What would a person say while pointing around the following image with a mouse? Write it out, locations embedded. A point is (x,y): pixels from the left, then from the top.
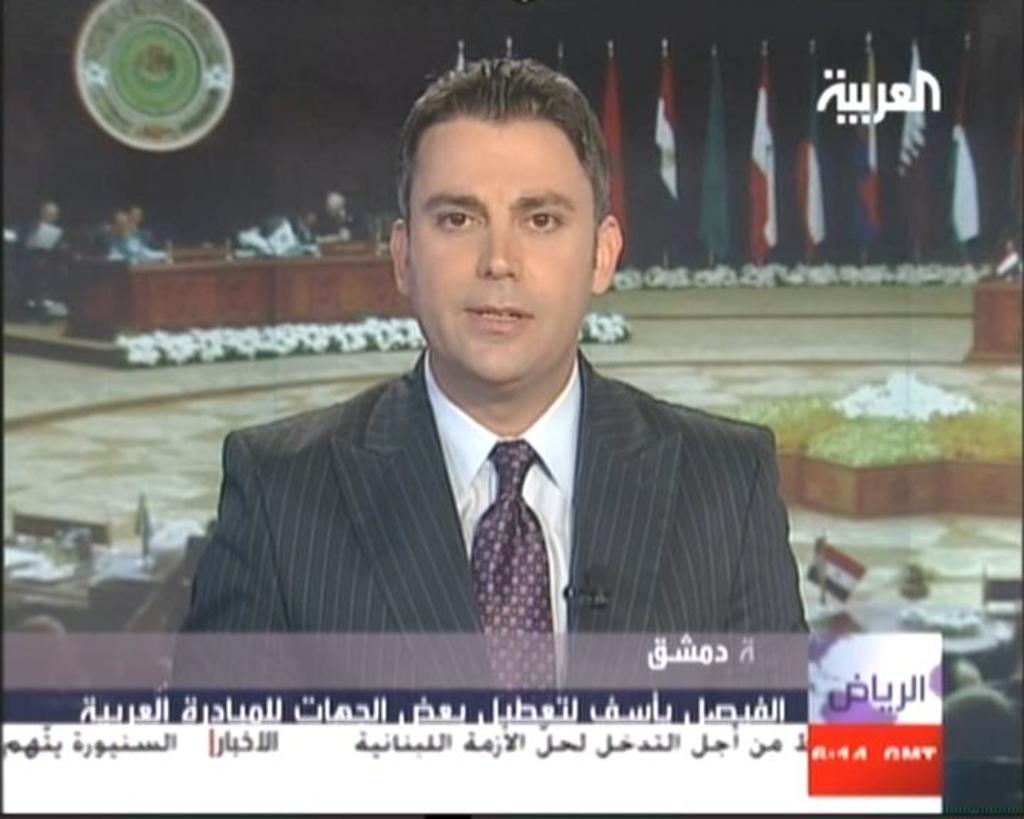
In this picture we can see a screen (366,509), here we can see a man (319,533) and some text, at the back of him we can see few people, flags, table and some objects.
